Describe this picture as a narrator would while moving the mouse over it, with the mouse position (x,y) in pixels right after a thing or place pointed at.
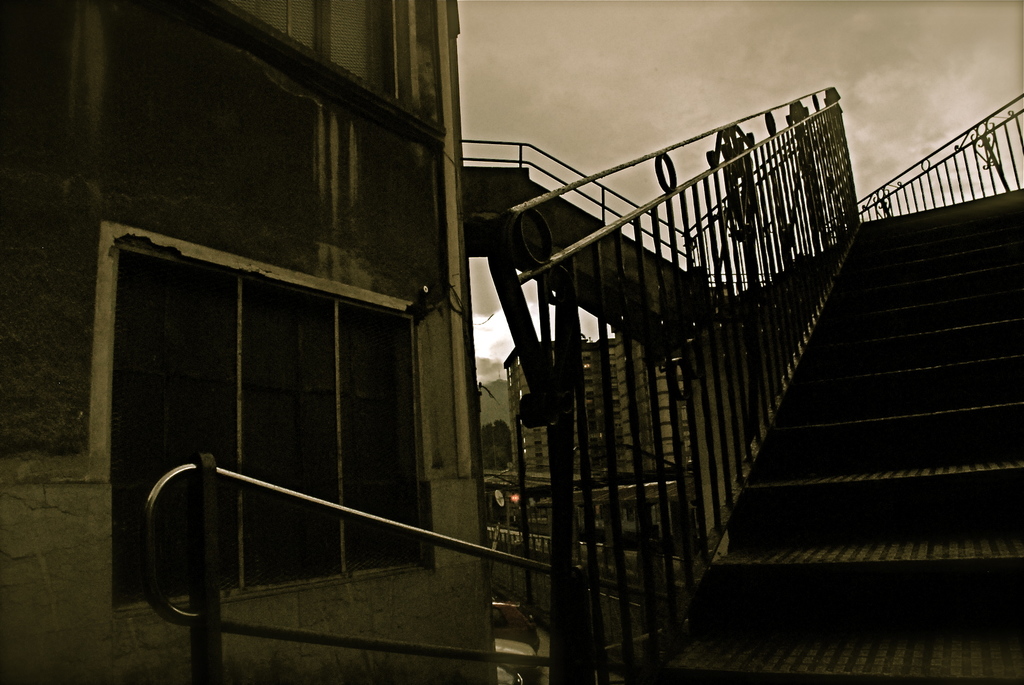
In the bottom right side of the image (1013,674) there is steps (990,338) and there is fencing (669,234). On the left side of the image (303,45) there is a building (348,48). At the top of the image (736,95) there are some clouds (864,41) and sky (722,20).
